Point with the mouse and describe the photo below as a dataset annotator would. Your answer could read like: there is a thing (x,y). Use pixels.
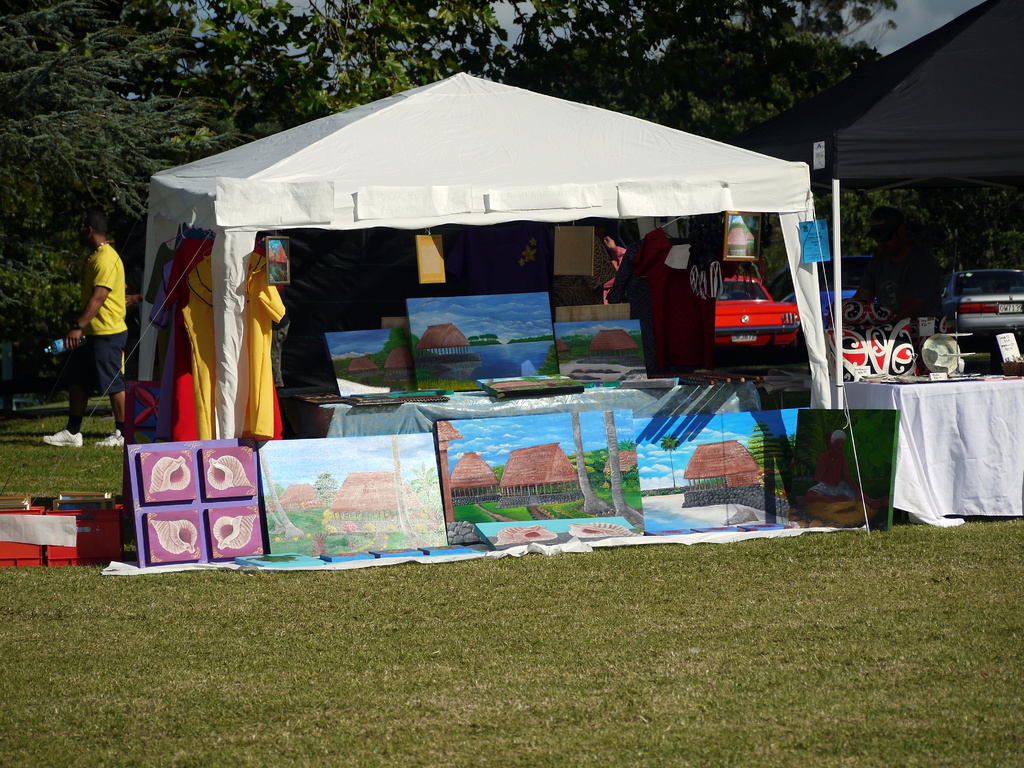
In the picture I can see photo frames (874,457) placed on the grassland (643,662), we can see some objects (428,372) placed inside the tent (238,387), a table (1003,440), vehicles (728,313) parked here, a person (87,235) wearing yellow color T-shirt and holding a bottle (51,346) is walking on the grass (31,446) and in the background (759,100), we can see the trees (24,108).
